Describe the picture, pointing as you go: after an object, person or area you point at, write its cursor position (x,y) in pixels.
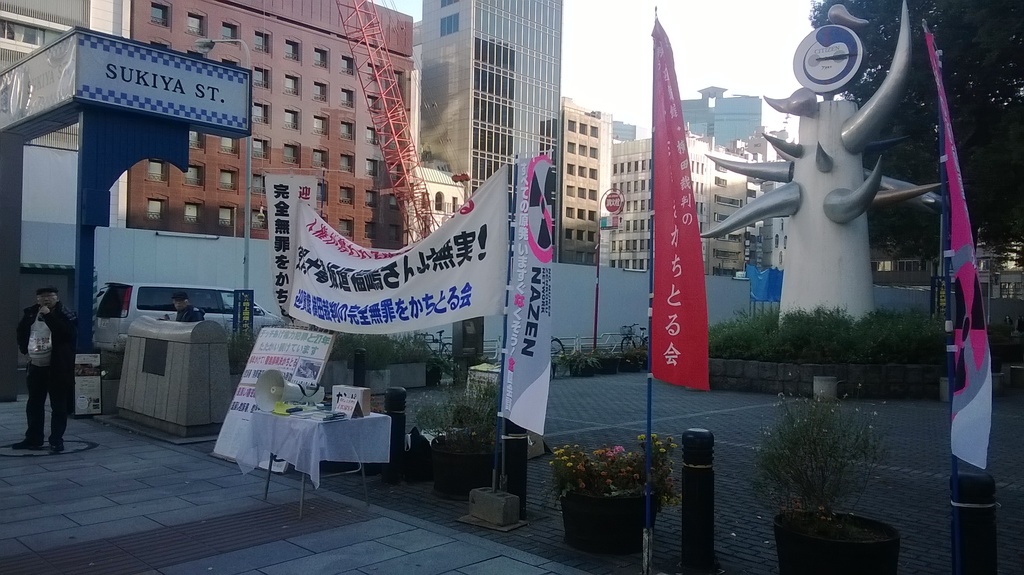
This picture describes the white banner (431,282) with Japanese language. Beside there is a colorful flags (507,412) and a table (294,444) on which a speaker (269,375) and a notice board (258,365) is seen. Beside we can see a old men (72,349) wearing a black color jacket (72,351) is holding something in the hand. In the background (307,62) there is a brown color building (319,131) with window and a glass building (461,130). In the right (816,115) we can see a pole (799,215) with some horns (830,158) attached to it.
